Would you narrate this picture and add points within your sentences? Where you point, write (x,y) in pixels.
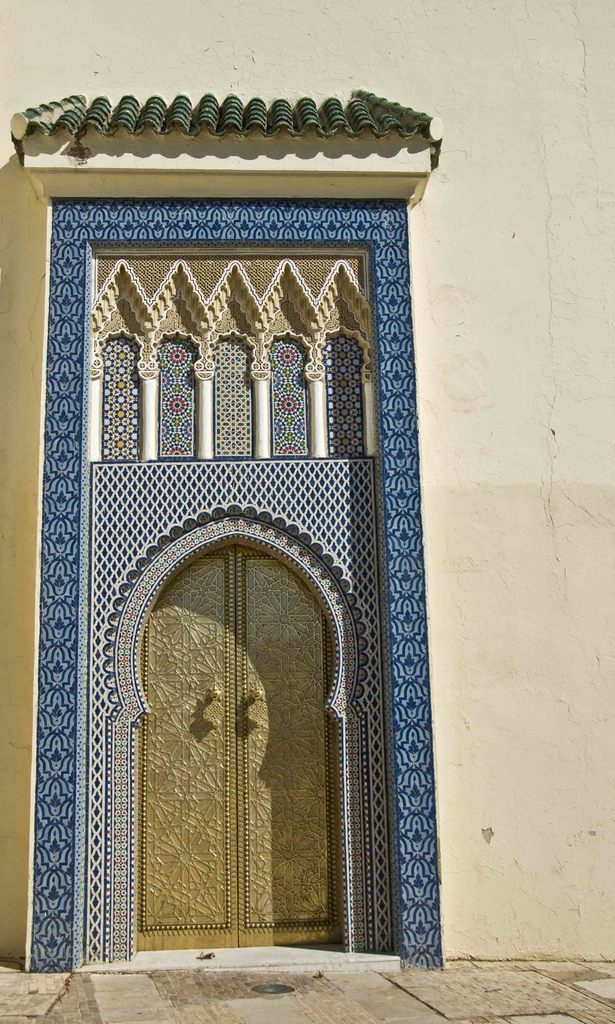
In this image we can see the entrance (318,852) of the building (553,680). We can see the above and side of the door (226,698) is painted with multiple colors.
